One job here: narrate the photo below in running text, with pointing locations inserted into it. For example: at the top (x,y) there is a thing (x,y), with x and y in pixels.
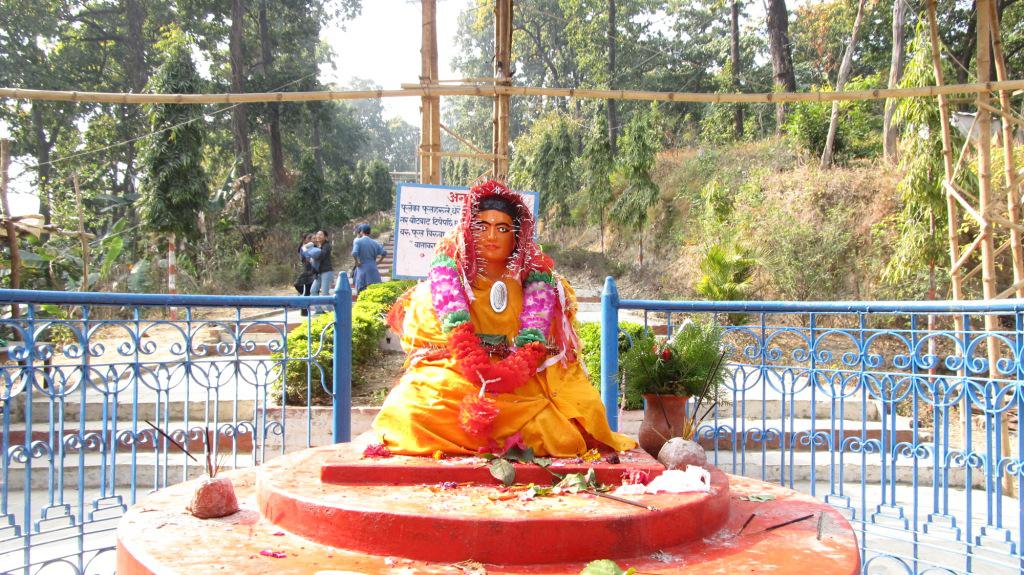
In the image there is a god idol (424,342) with cloth (416,431) and garland (508,369). On the steps (307,483) there are sandal sticks (690,409). Behind the idol (394,424) there is a fencing (1010,372) and also there is a pot (655,400) with plant (657,353). In the background (637,333) there are trees (606,202), plants (569,220) and wooden pole (434,63) with board (414,207). And also there are few people (361,239) standing on the ground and also there are steps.
